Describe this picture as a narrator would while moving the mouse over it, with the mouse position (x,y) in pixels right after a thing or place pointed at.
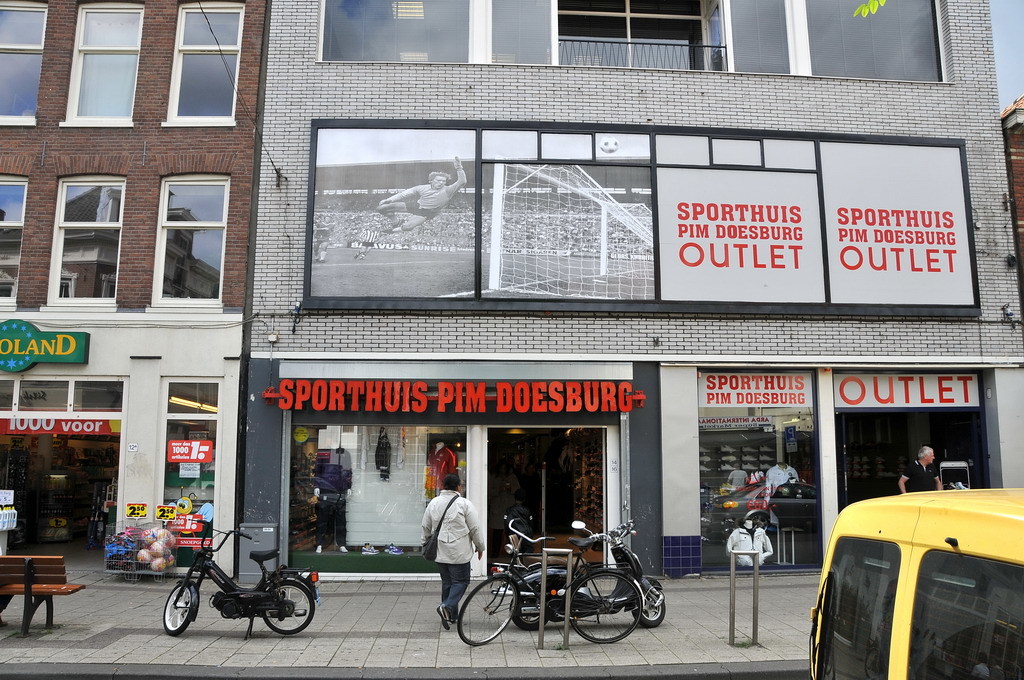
In this picture there are buildings (69,311). There are boards (469,290) on the wall (591,329), there is text (887,236) on the boards (644,294). In the foreground (580,613) there are motorbikes (660,598) and there is a bicycle (595,564) on the footpath (374,630) and there are objects (108,567) on the footpath (430,633). At the bottom right (846,645) there is a vehicle (840,627). There are two people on the footpath (392,633). At the top (997,52) there is sky (997,52). At the bottom (448,679) there is a road (478,676).
